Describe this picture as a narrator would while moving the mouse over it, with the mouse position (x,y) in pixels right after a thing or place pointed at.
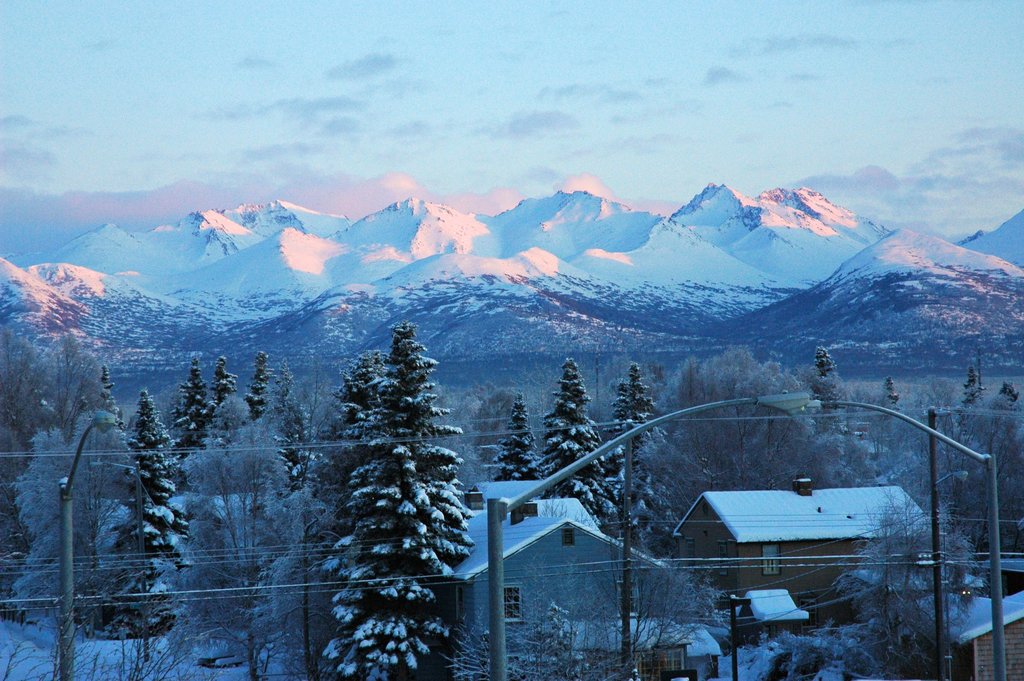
In this picture there is a beautiful view on small shed houses (775,528) with roof tile (799,528). Behind there are some trees (413,521). In the background (276,200) there are some huge mountains (505,294) full of snow (543,304).
